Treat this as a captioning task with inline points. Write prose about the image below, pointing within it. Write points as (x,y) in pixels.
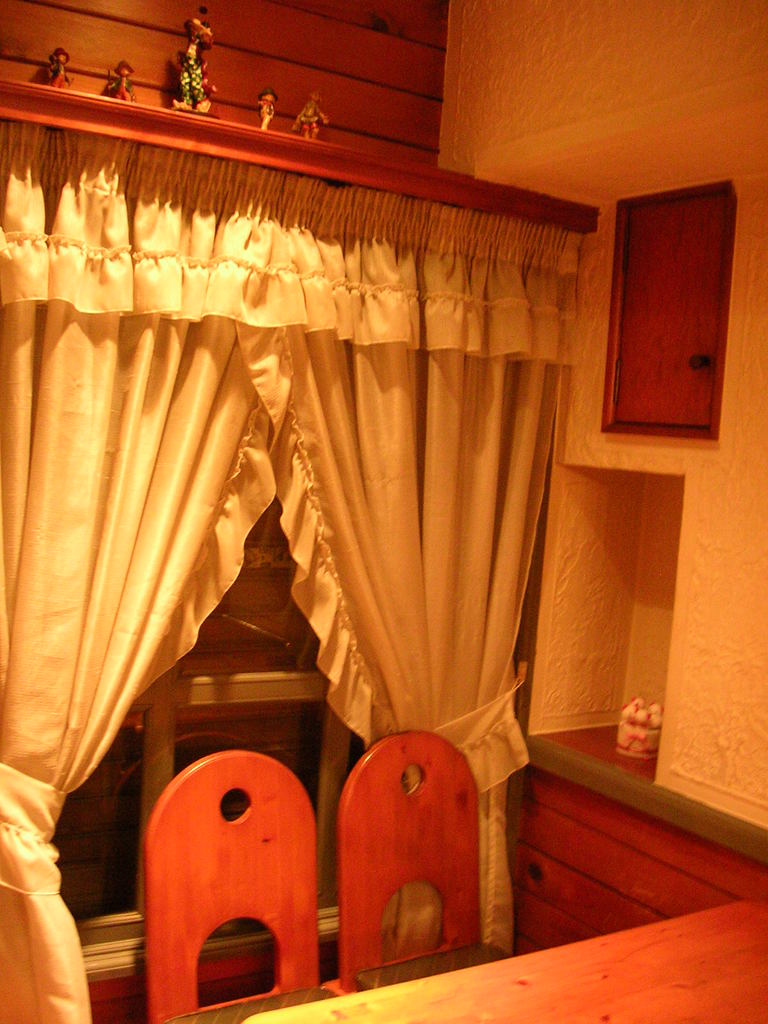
Here in this picture we can see a table (765,978) and a couple of chairs (360,886) present on the floor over there and behind them we can see a rack (308,170) that is covered with curtains (221,532) over there and we can see toys (130,83) present on it over there.
